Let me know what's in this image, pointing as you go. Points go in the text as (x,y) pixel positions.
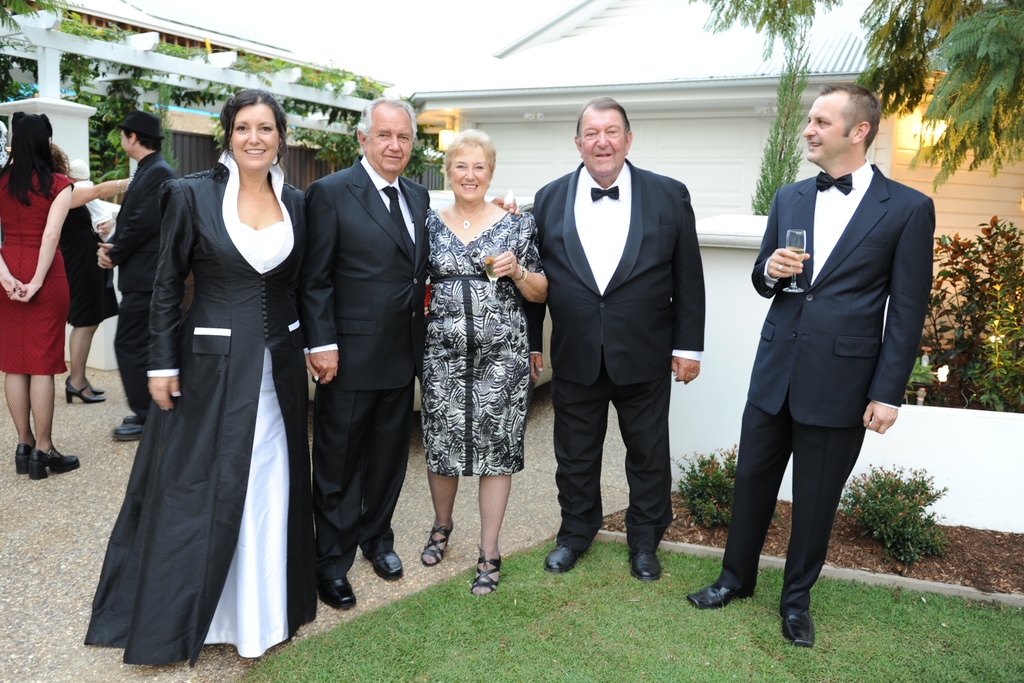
In front of the picture, we see three men (321,404) and two women (529,240) are standing. They are smiling and they are posing for the photo. The woman (442,237) in the middle (442,237) is holding a glass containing the liquid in her hand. The man (868,216) on the right side (766,240) is holding a glass (796,238) in his hand (783,277). At the bottom (669,595), we see the grass (736,657), soil (951,537) and the plants (932,536). On the right side (961,393), we see the plants (988,364) and the trees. On the left side (143,168), we see two women (50,237) and a man (133,333) are standing. In the background (417,103), we see a building (462,104) in white color. There are plants (108,127) and the trees (964,90) in the background (963,162).
